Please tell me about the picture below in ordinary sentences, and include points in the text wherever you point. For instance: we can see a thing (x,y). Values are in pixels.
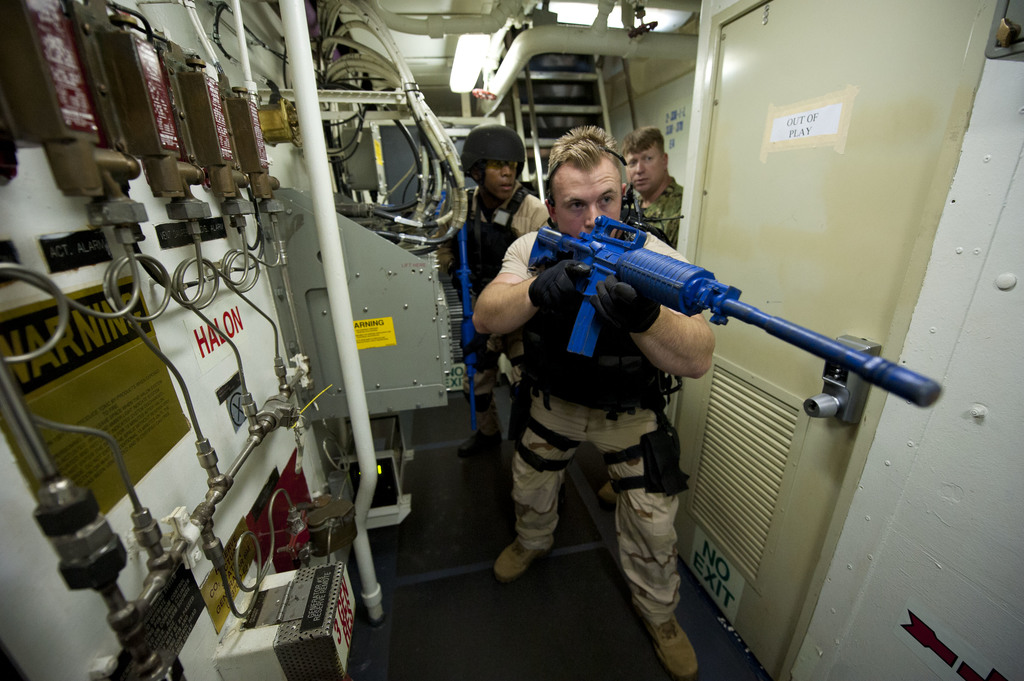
This is an inside view of a vehicle (96,624). Here I can see three men (540,511) wearing uniforms (635,385) and standing. One person (582,273) is holding a gun (603,265) in the hands (578,293). On the right side (866,240) there is a door (809,217) to the wall (954,368). On the left side (304,590) there are many devices (114,592) and wires (334,161) attached to the wall (190,351).
